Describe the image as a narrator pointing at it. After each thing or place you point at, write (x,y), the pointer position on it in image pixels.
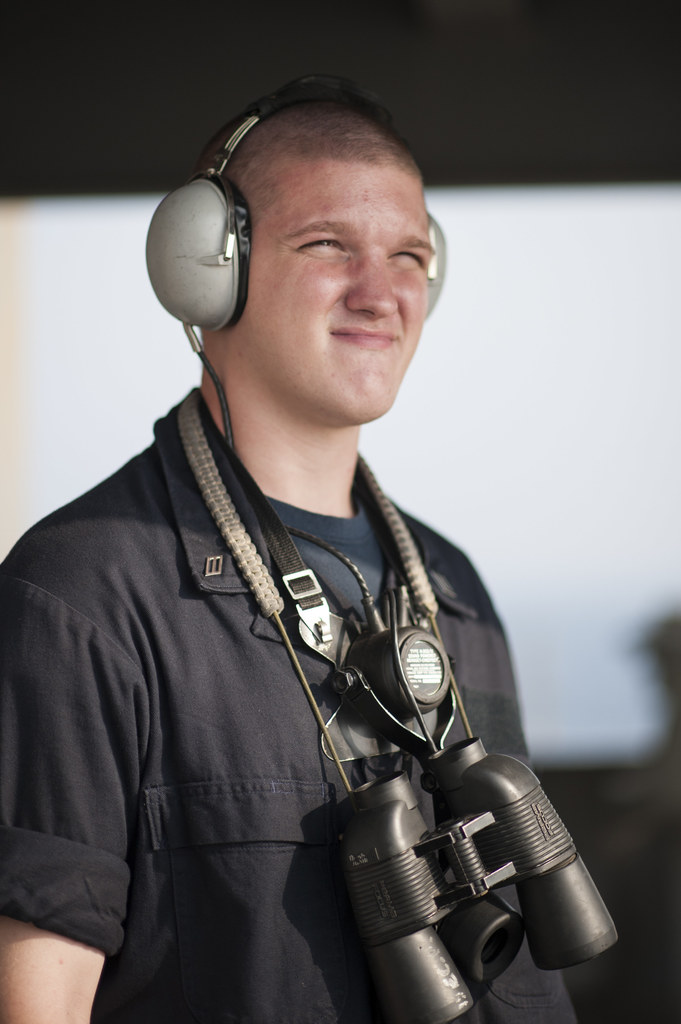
In this picture we can see a person (259,458), this person (303,378) is wearing binoculars (530,894) and a headset (210,270), there is a blurry background (514,19).
